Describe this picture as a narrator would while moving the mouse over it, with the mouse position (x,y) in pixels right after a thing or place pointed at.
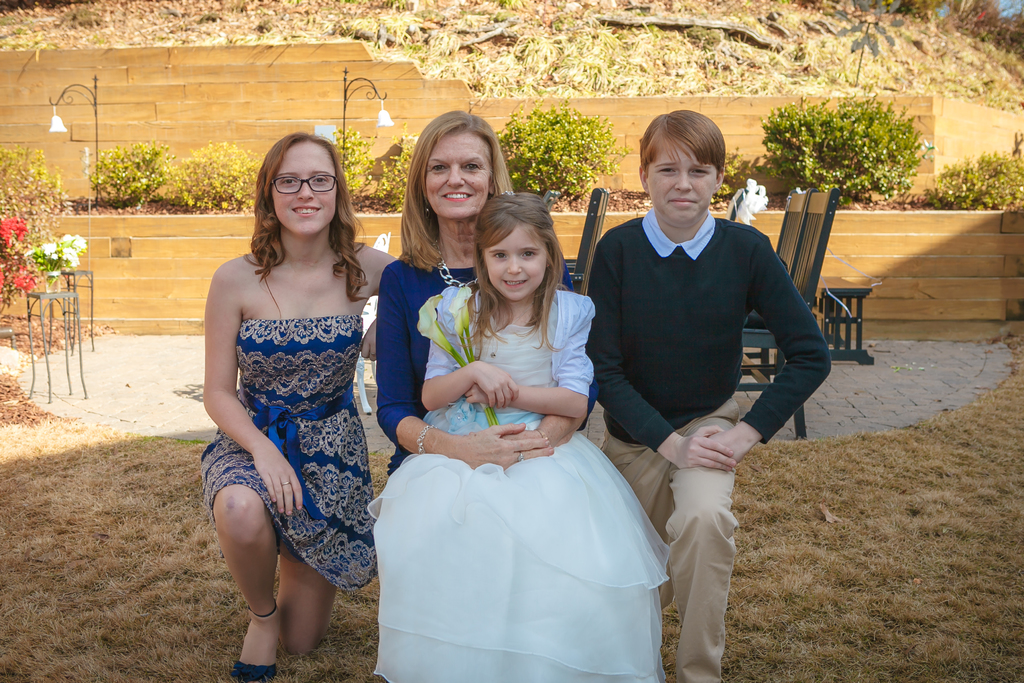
In the foreground of the picture (417,250) there are two women (306,269), a boy (611,280) and a girl (571,517) and there is dry grass (99,528). In the center of the picture (565,229) there are tables (50,306), flower vase (50,273), plants (118,152), light (97,109) and wall (961,214). In the background (513,47) there are shrubs (17,194), grass (474,47), wall (247,56) and other objects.
